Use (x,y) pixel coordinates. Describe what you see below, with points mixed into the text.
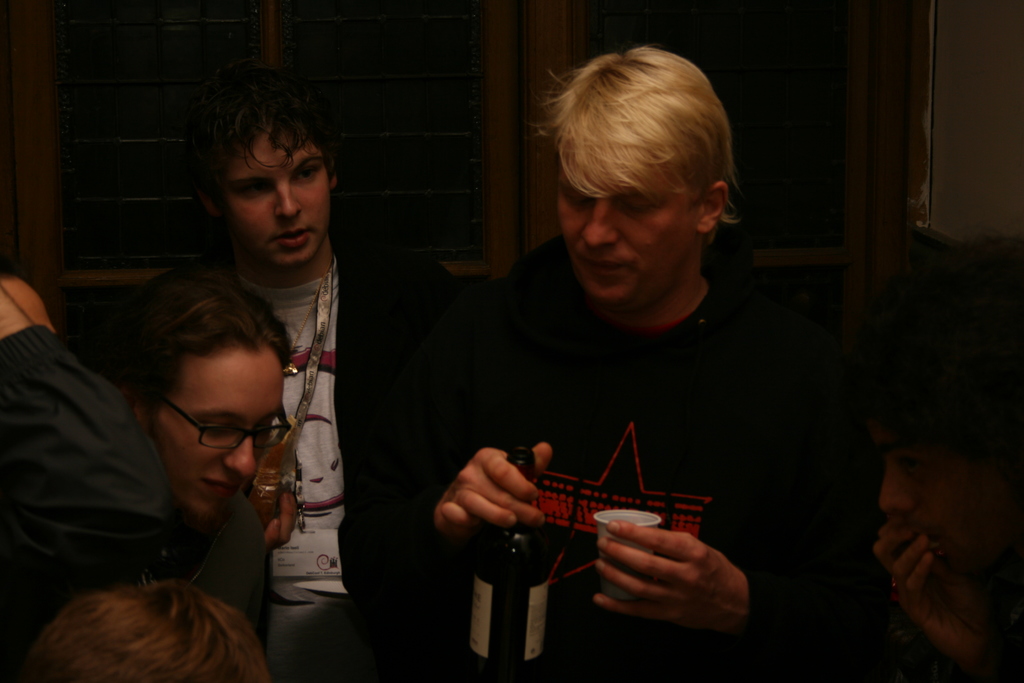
In this image we can see few people (467,527). One person (468,527) is holding a bottle (540,560) and cup (609,563). Another person (250,457) is wearing specs (222,439). In the back (167,106) there are windows (698,29).
